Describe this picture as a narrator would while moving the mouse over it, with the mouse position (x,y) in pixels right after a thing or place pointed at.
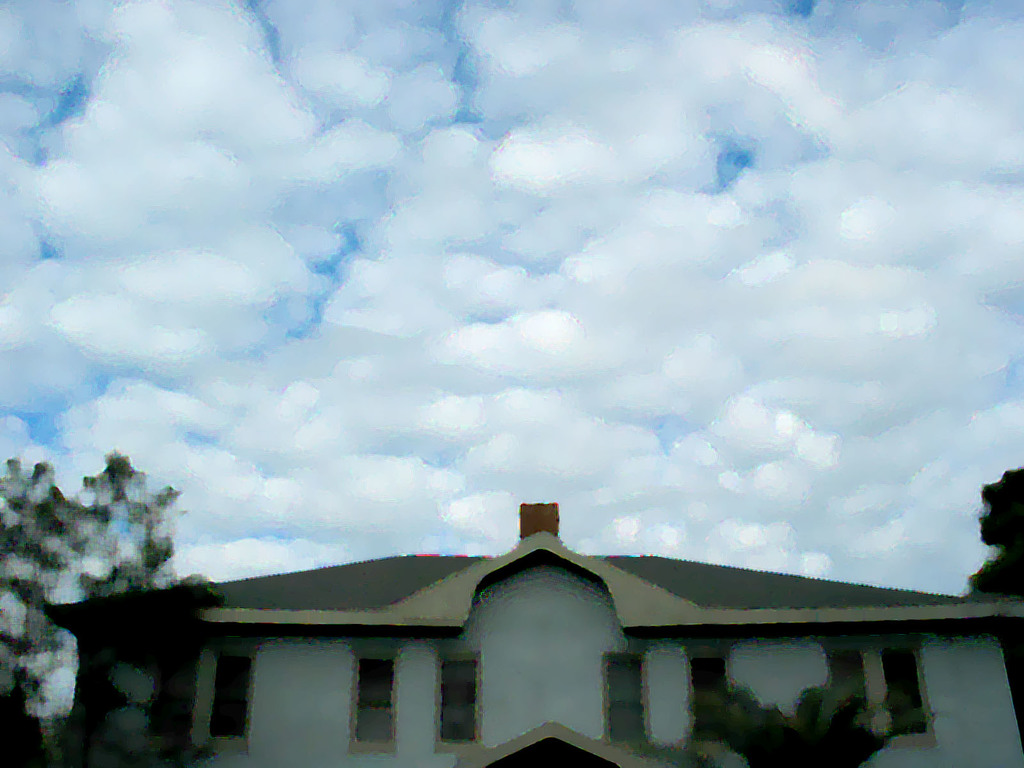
In this image we can see the house (360,587), windows (375,681), trees (43,496), at the top (695,124) we can see the sky (729,420) with clouds (741,417).
